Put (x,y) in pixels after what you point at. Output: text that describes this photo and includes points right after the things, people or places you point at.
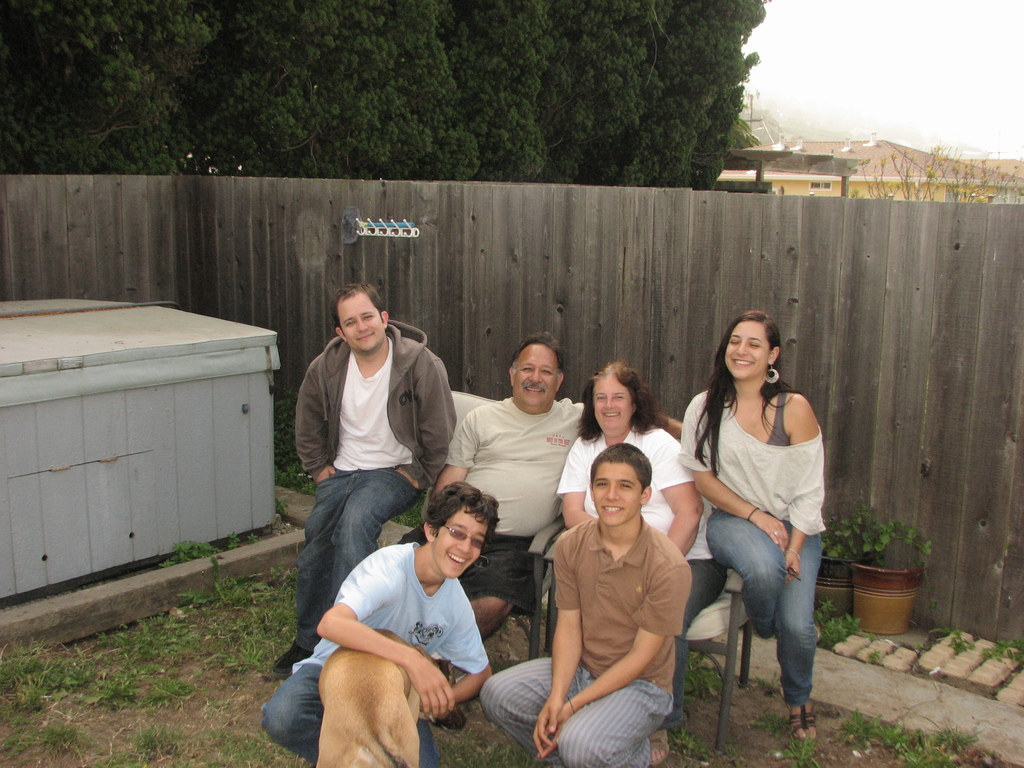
This picture describes about group of people (516,516), few are seated on the chairs (727,608) and they are all smiling, in front of them we can see a dog (391,750), in the background (748,239) we can see fence (300,312), pots (911,575), trees (213,110) and buildings (910,150).
